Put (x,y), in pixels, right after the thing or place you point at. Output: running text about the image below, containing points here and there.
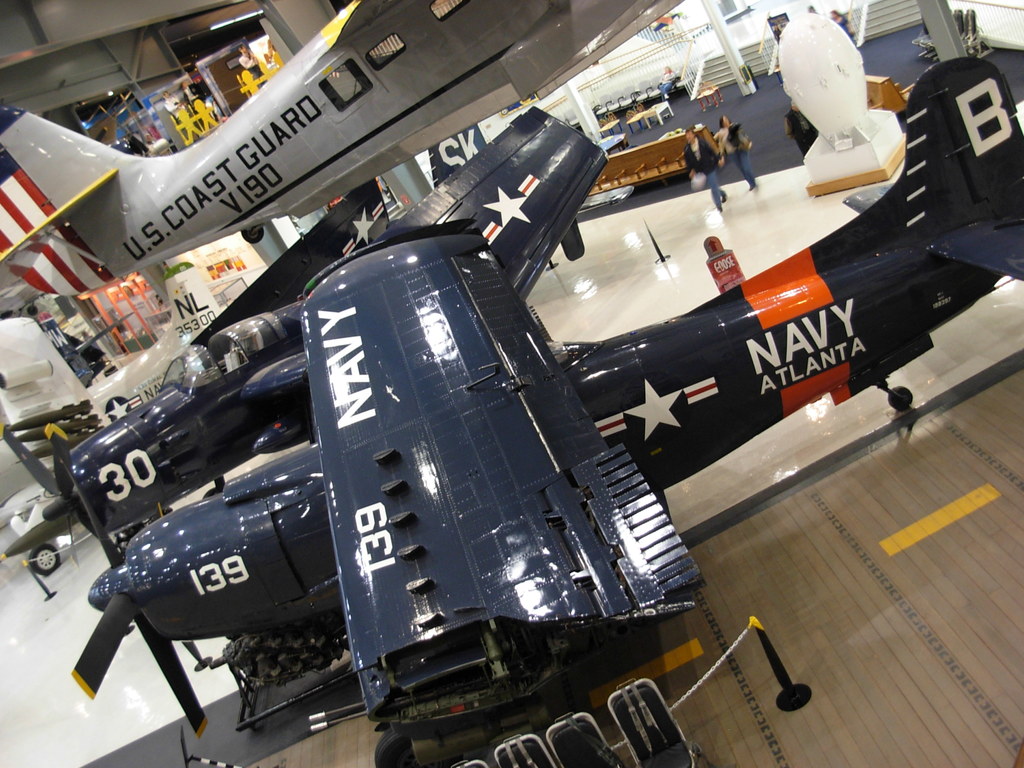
This image is taken indoors. In the background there are a few walls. There are many pillars (729,51). There are a few stairs (754,54). There are many empty chairs (654,97) and tables (651,109). There is a railing (699,52) and there are a few objects (140,123). In the middle of the image (350,356) there are a few airplanes (533,603) and a man (707,153) and a woman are walking on the floor (682,236). There is a text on the airplanes (416,323). At the bottom of the image (337,706) there is a floor (831,663) and there is a fence (680,698).
